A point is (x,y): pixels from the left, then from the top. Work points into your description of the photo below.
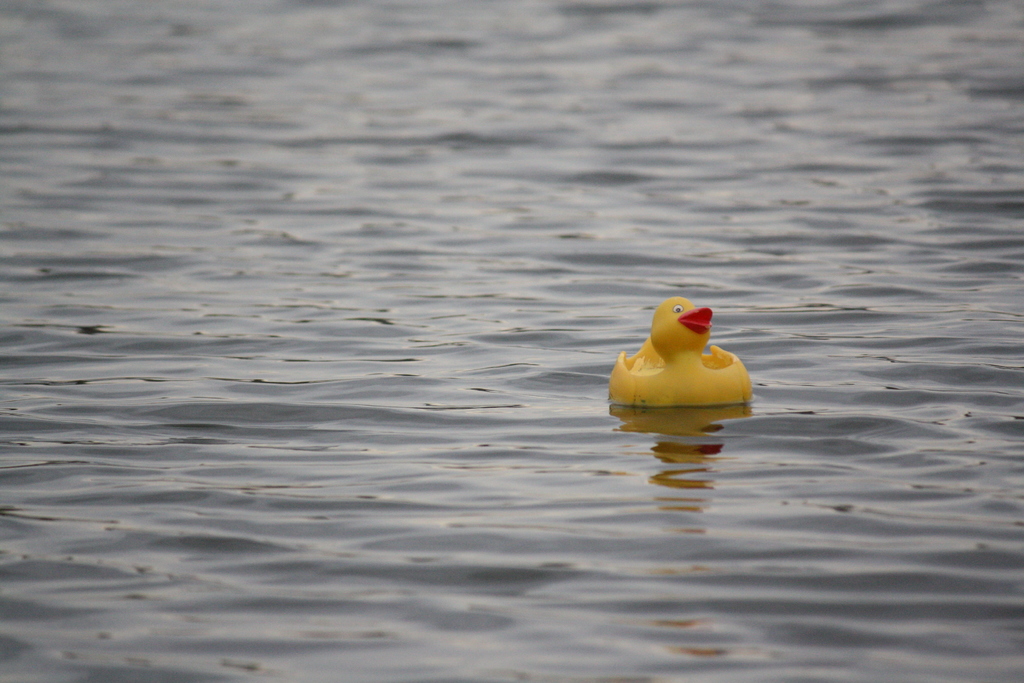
In this image there is a toy (698,341) on the surface of the water (545,349) having ripples (345,399).
